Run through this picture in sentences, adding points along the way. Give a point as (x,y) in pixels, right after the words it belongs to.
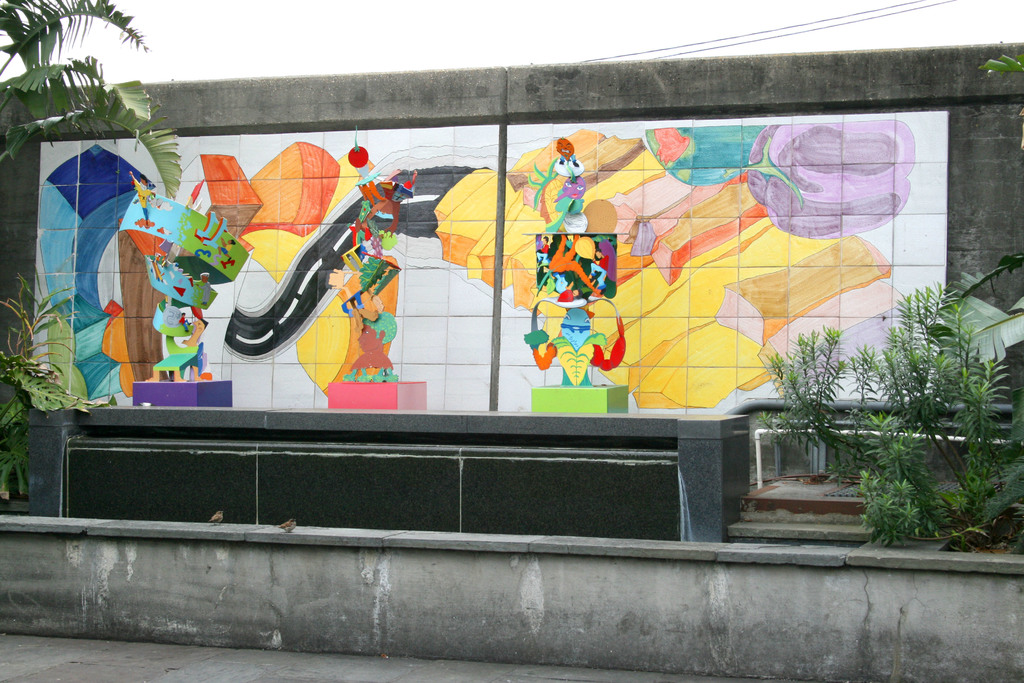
In this image, we can see a painting (702,302) of some cartoons (366,317) on the wall (259,342) and there are blocks (154,388) and we can see trees (108,103) and plants (975,420) and there are wires (770,30). At the bottom (126,642), there is a road (113,662).
